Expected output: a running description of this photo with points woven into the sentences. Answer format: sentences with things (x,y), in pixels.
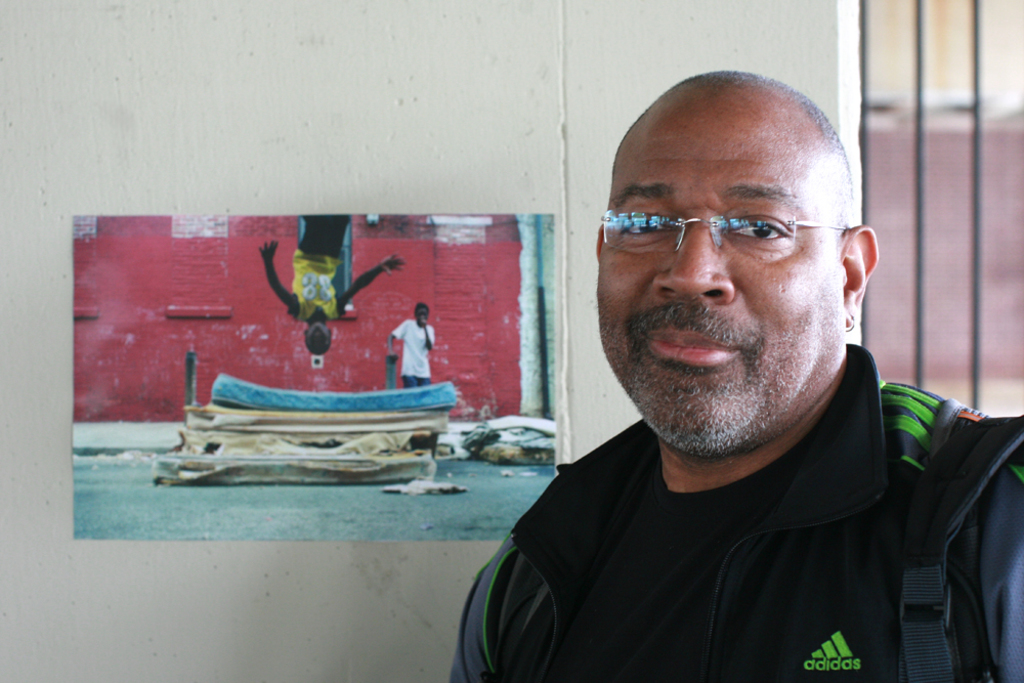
On the right side of this image (735,439) there is a man (795,549) wearing a jacket (836,476), smiling and looking at the camera. On the left side (184,296) there is a photo (410,377) attached to the wall (226,124). In the photo (331,326), I can see two persons (324,311) and few objects (295,446) on the road (196,517). In the background (194,316) there is a wall (127,312). On the right side of the image (976,324) there are metal rods (920,97).
